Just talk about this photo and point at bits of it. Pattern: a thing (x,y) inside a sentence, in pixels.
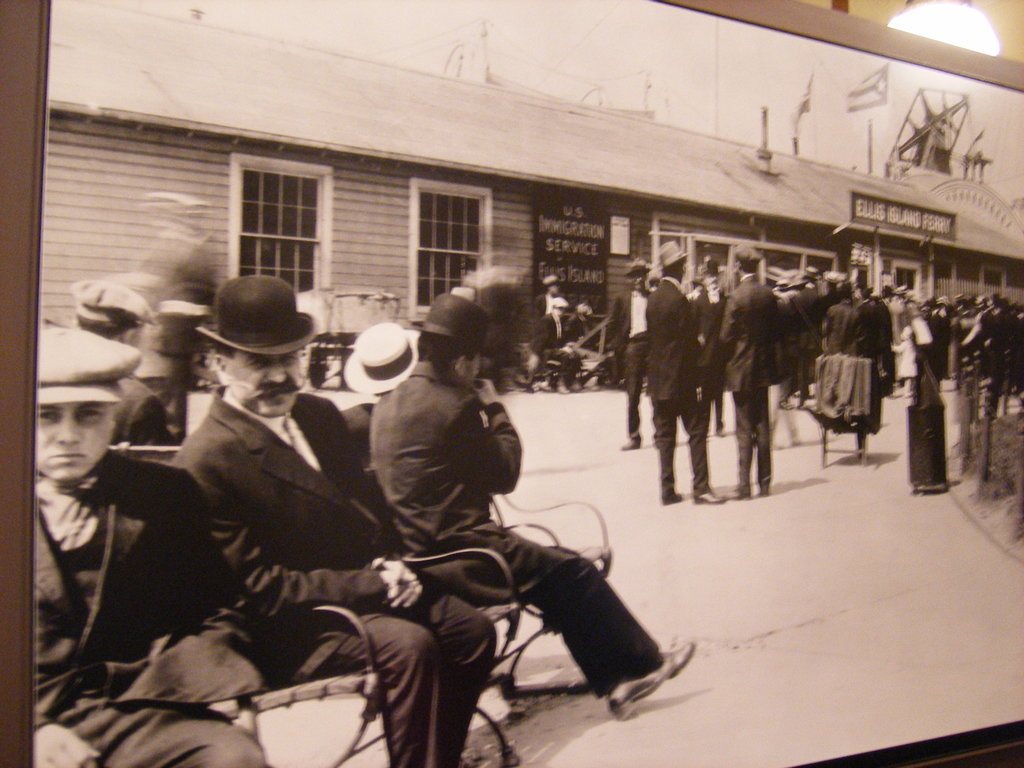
In this image I can see number of people (454,496) where in the front (92,364) I can see a few (266,482) are sitting on chairs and in the background (563,342) I can see most of them are standing. I can also see a building (363,220) in the background (648,153) and on the building (806,191) I can see two boards (923,217). I can also see something is written on these boards (930,216). On the top right side of this image (949,12) I can see a light (949,12).
